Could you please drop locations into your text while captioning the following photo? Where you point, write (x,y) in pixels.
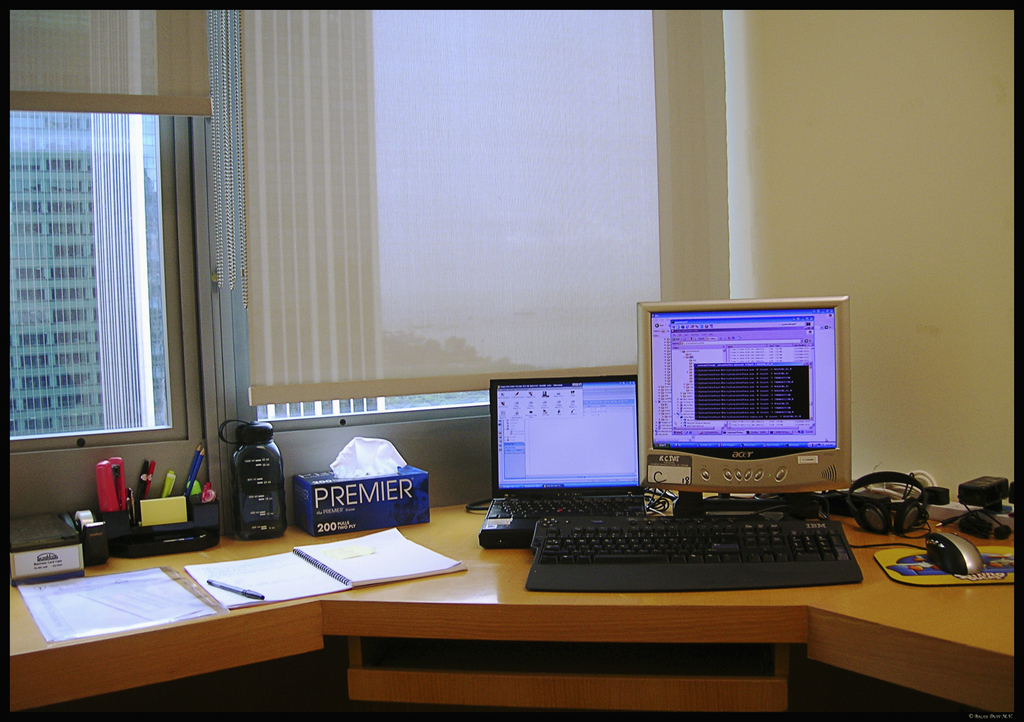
In the image we can see there is a table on which there is a monitor (728,470), laptop (563,460), keyboard (581,520), headphones (882,520), mouse (946,567), tissue box (359,521), book (319,562), pen (253,593) and water bottle (263,482).
